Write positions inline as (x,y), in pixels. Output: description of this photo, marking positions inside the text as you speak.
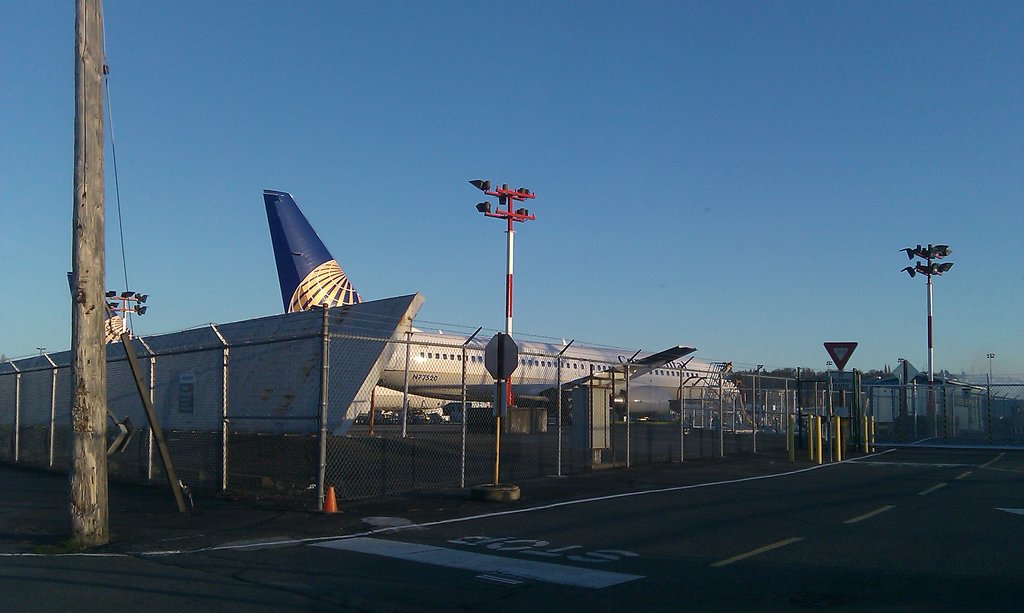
In this image I can see a metal grill (760,433) beside a road (416,551) through which I can see an airplane (318,239) standing. I can see some light poles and some sign boards (502,345) I can see a wooden pole (93,218) on the left hand side (89,46).
